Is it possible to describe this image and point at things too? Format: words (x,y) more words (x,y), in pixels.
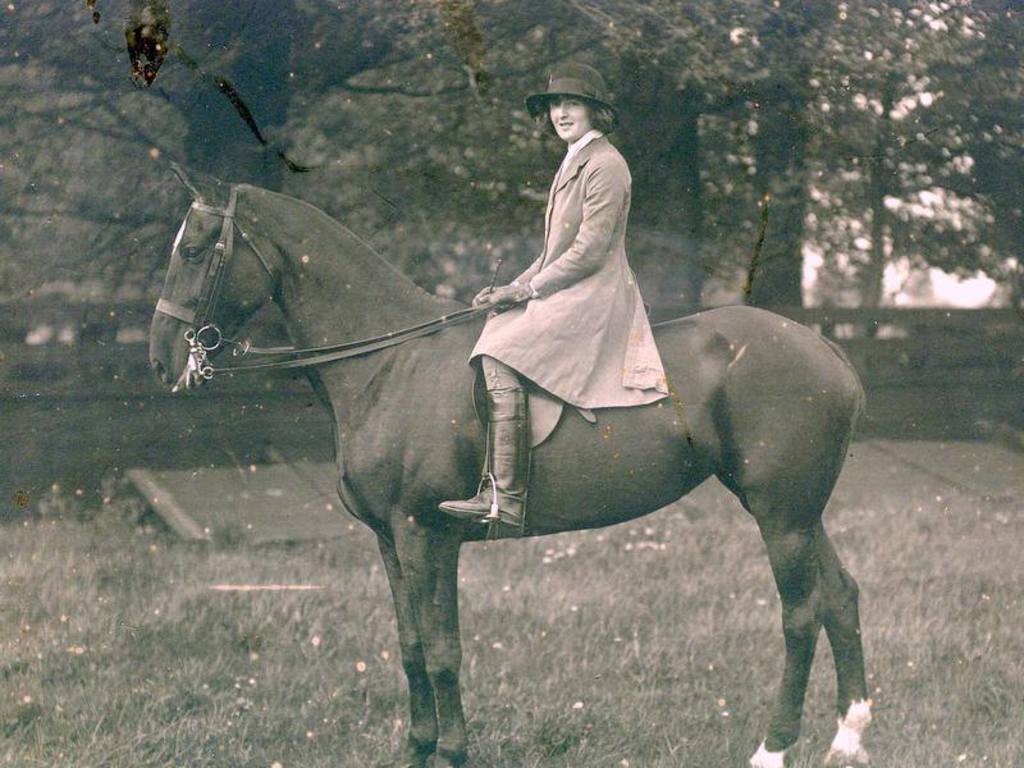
In this image, we can see a person (580,208) is sitting on the horse (461,349) and holding ropes (477,307). She wore a hat (590,77) and smiling. At the bottom (775,648), we can see grass (498,638). Background (3,499) there are so many trees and few objects (915,435).
